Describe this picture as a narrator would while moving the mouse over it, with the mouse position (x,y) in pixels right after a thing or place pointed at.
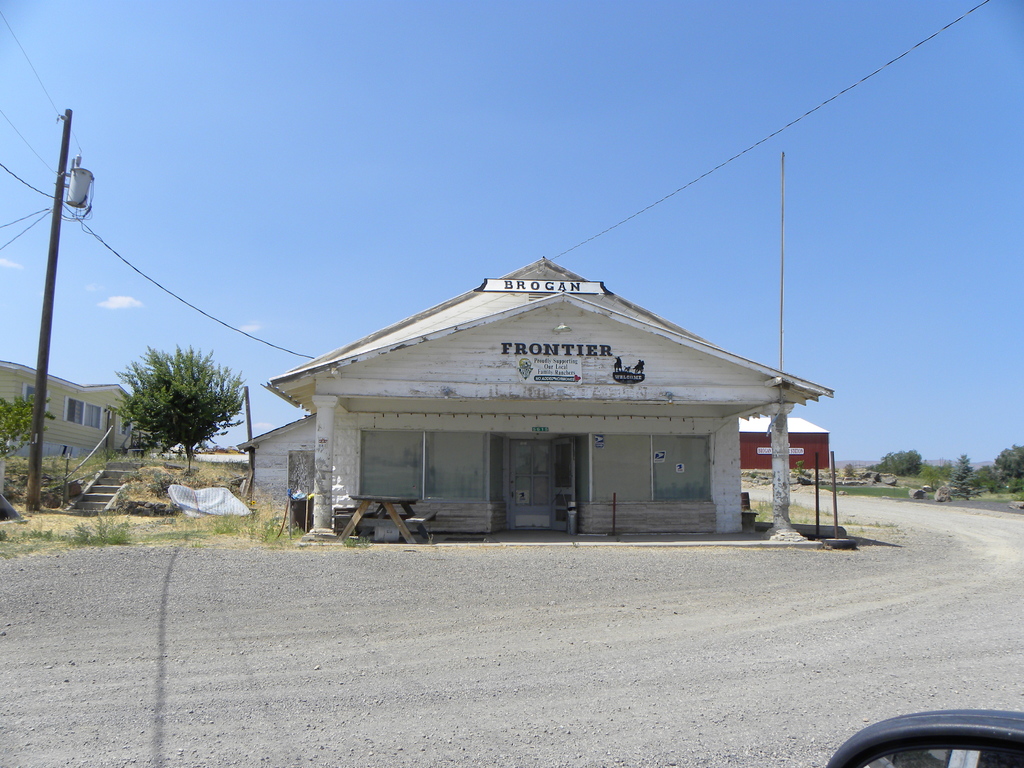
In this picture I can see there is a road (642,564), house (560,535), trees (6,439) and pole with cables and the sky (65,85) is clear.
